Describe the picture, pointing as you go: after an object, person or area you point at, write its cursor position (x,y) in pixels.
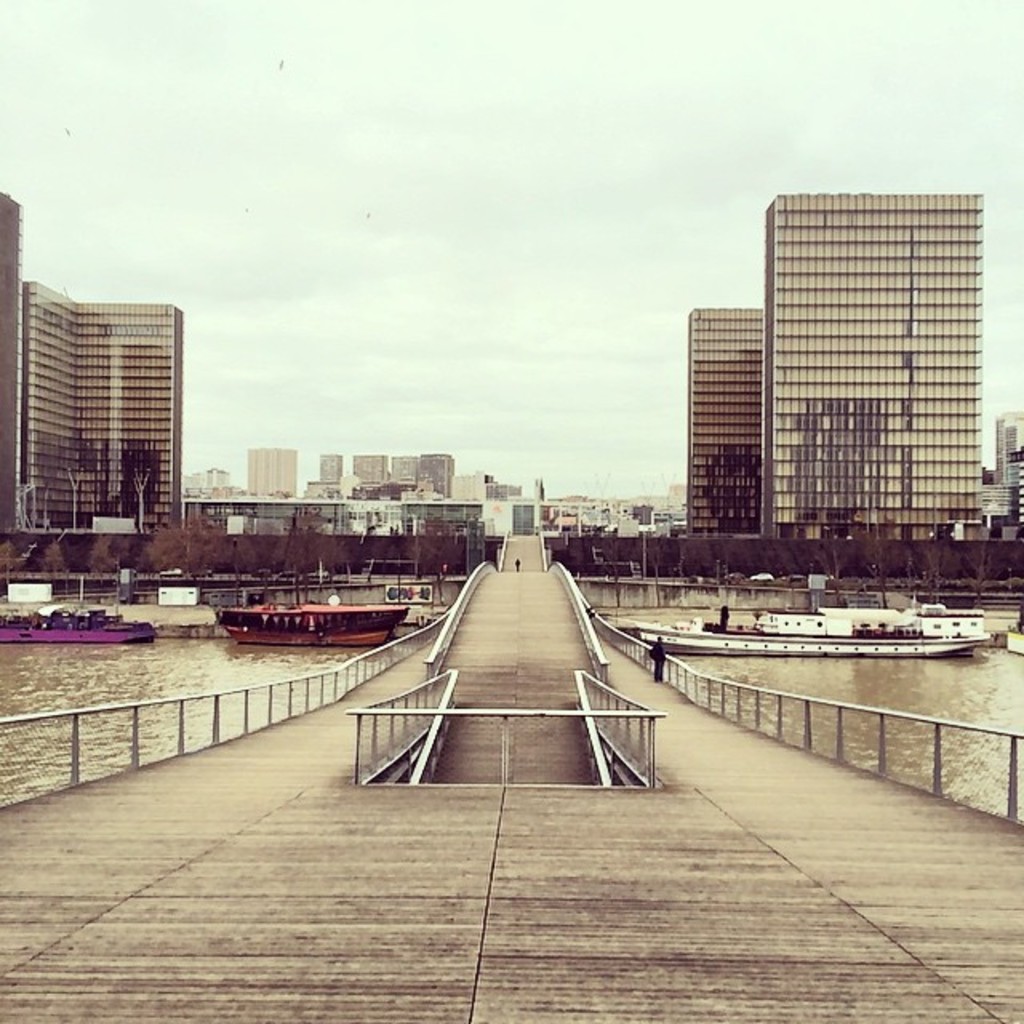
In this image we can see some boats (374,629) on the water (187,643) and a bridge (501,707) with fence (367,773). On the backside (387,455) we can see some buildings (387,455) and the sky (540,426) which looks cloudy.
